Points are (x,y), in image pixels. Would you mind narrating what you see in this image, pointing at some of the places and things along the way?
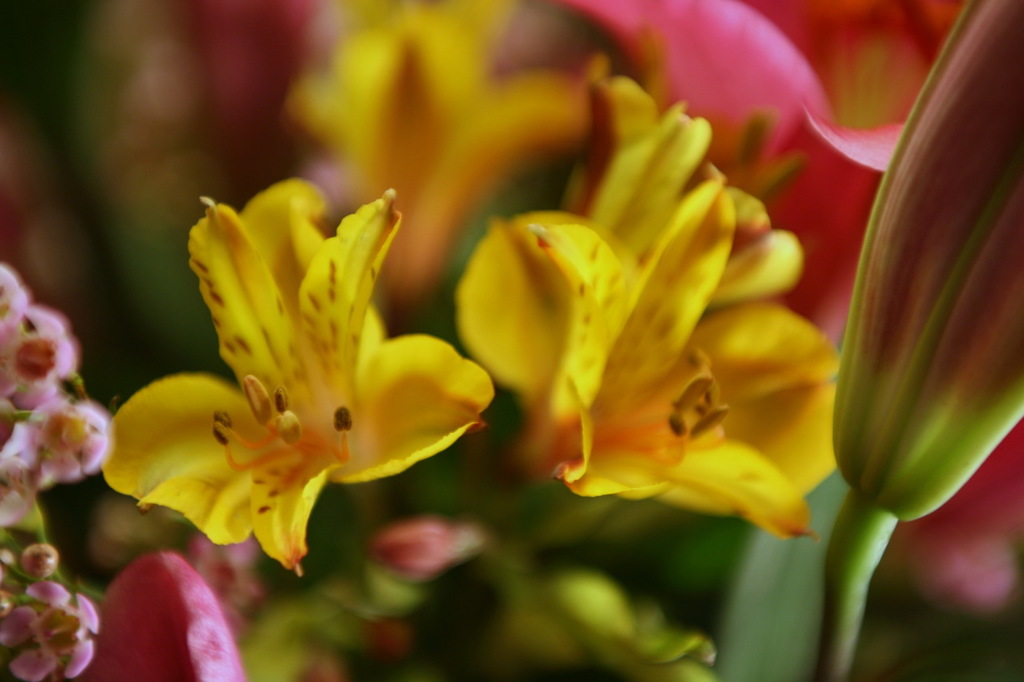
In this image there are flowers (763,478), in the background (827,272) it is blurred.
